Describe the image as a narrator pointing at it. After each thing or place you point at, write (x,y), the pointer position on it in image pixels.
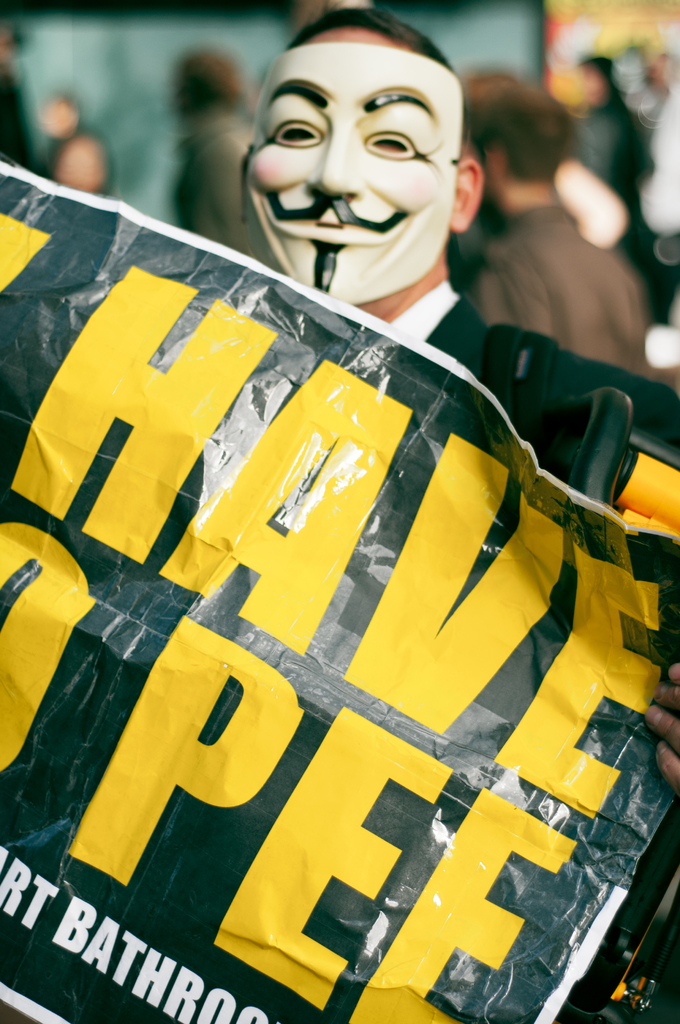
In this image there is a person (326,270) wearing the mask (426,225) and he is holding the banner (321,654). Behind him there are a few other people (486,222).
